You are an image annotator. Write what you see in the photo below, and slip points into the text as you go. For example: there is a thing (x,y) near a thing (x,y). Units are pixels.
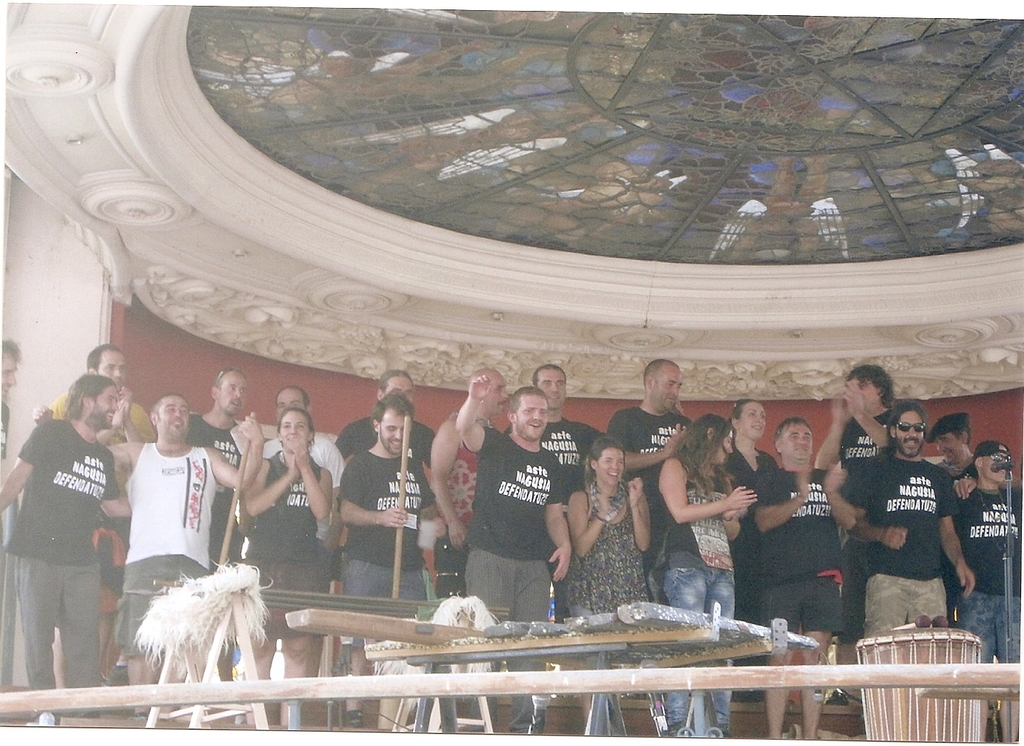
In this image there are people (712,497) standing, in front of them there are few objects (910,655), at the top (247,137) there is ceiling (657,262).
